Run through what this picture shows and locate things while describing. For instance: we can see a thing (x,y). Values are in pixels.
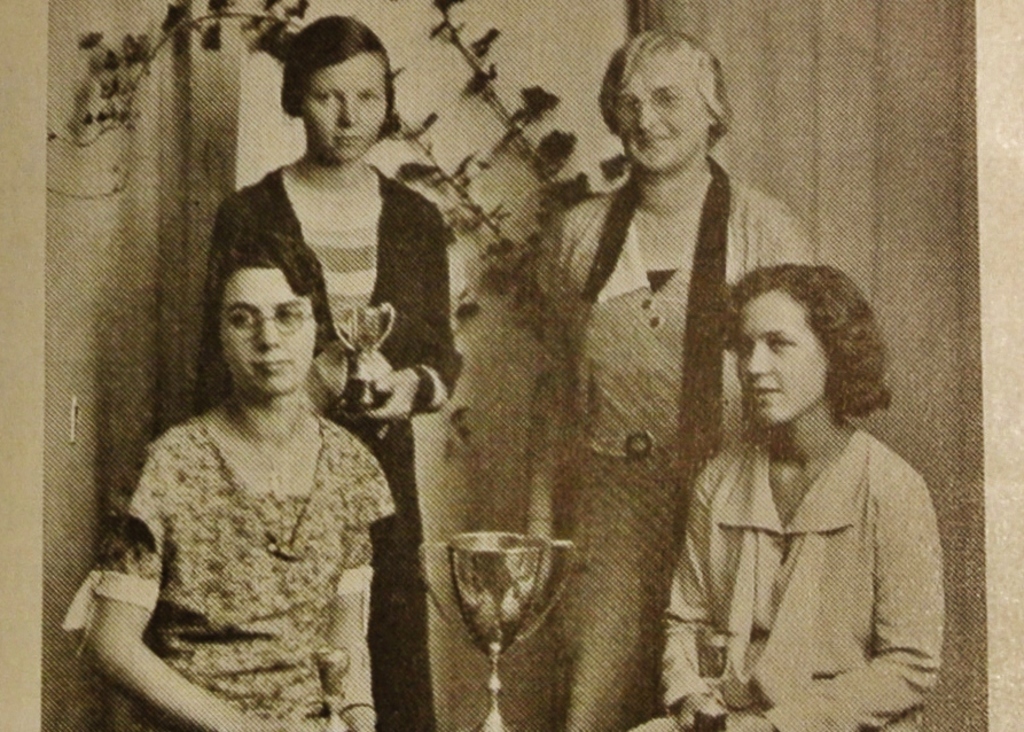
This is a black and white picture and in this picture we can see four women (593,328), trophies (374,350), plant (505,269) and in the background (214,149) we can see the wall (450,47) and curtains (754,130).
